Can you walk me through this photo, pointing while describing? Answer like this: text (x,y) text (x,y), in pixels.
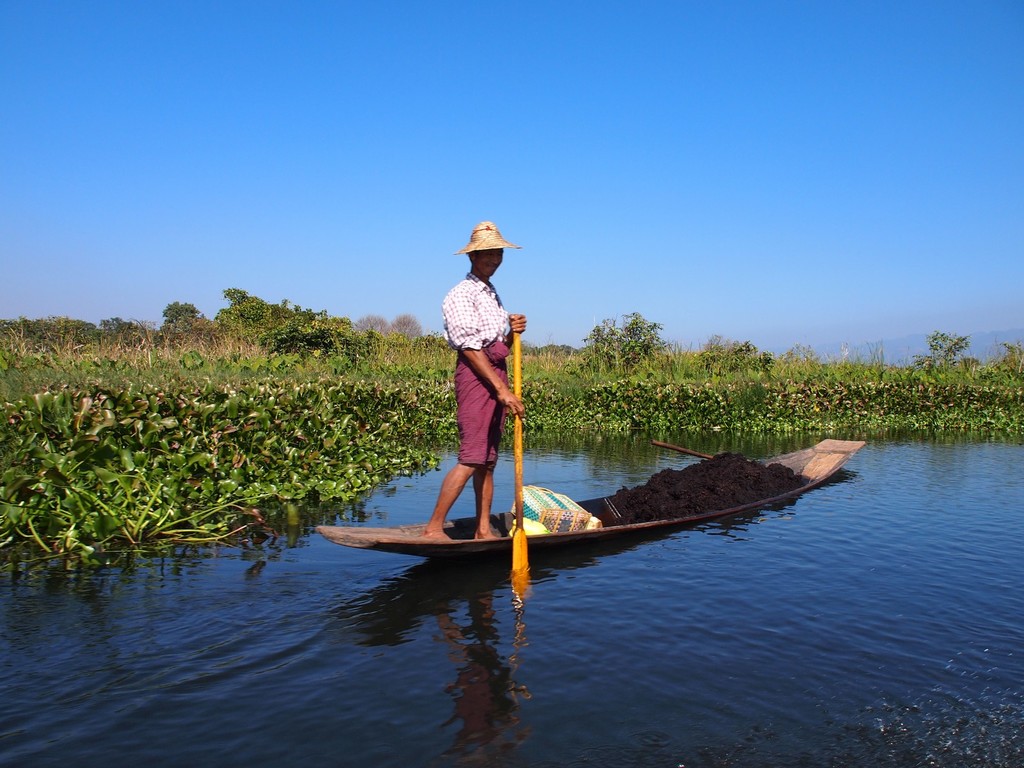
At the bottom of the image (639,620) there is water (301,547). In the middle of the water (561,549) there is a boat (407,528) with a man (477,417) is standing on it. There is a hat (490,247) on his head (488,262) and holding the paddle (514,564) in his hand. And also there are few items (540,512) on the boat (616,510). Behind the boat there are plants (206,345) and few trees (327,335). At the top of the image (479,163) there is a sky (458,212).
